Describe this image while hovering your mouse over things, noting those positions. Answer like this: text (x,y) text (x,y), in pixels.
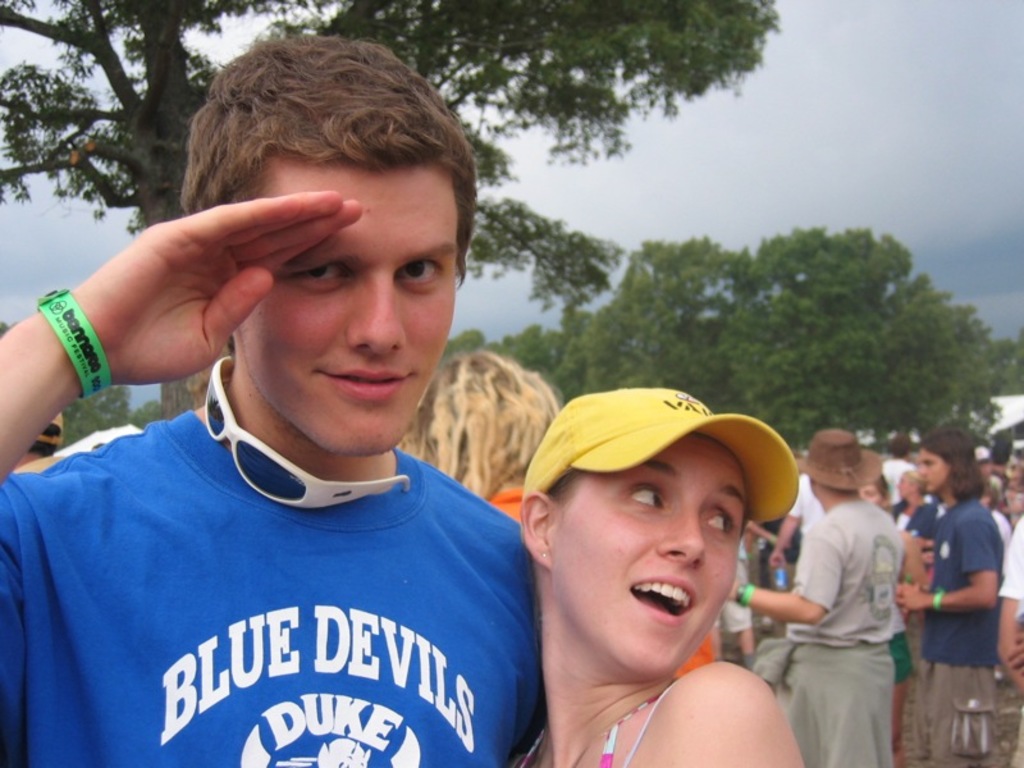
Here is the man (409,633) and woman (694,623) standing. This man (260,670) is saluting. There are group of people (896,511) standing. These are the trees (672,309) with branches (555,217) and leaves (763,401).
